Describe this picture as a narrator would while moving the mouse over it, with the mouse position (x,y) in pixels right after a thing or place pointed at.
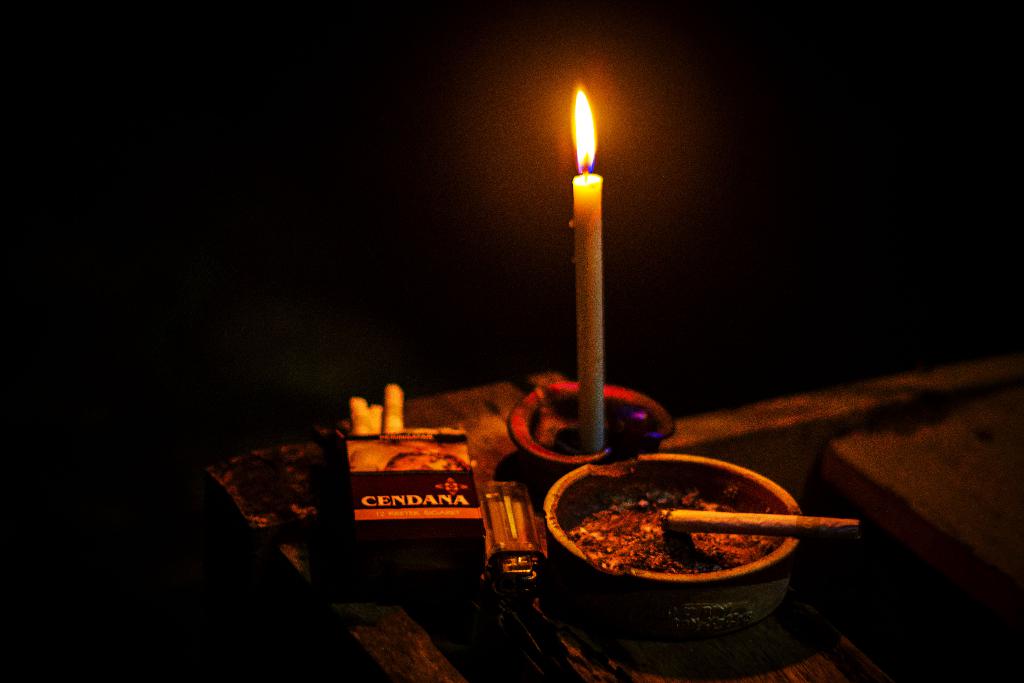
This image consists of a candle (584,427) kept on a table (544,489). There are also cigarettes (427,506), lighter (504,569) and a ashtray (659,618) on the table (351,621). The background (98,239) is too dark.
